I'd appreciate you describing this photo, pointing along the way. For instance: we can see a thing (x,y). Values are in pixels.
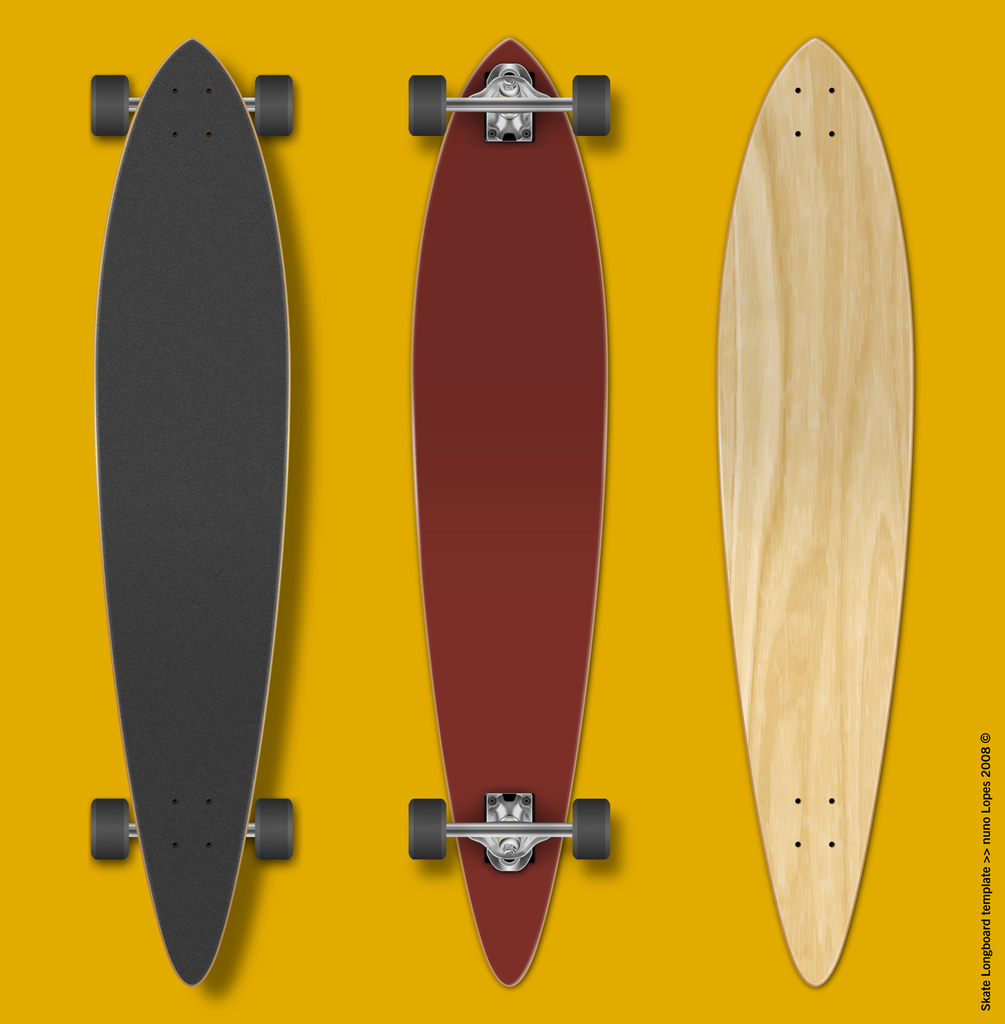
In this image we can see two skateboards (445,341), and a wooden board (804,891) on the yellow colored surface (942,834), also we can see the text (985,782) on the image.
